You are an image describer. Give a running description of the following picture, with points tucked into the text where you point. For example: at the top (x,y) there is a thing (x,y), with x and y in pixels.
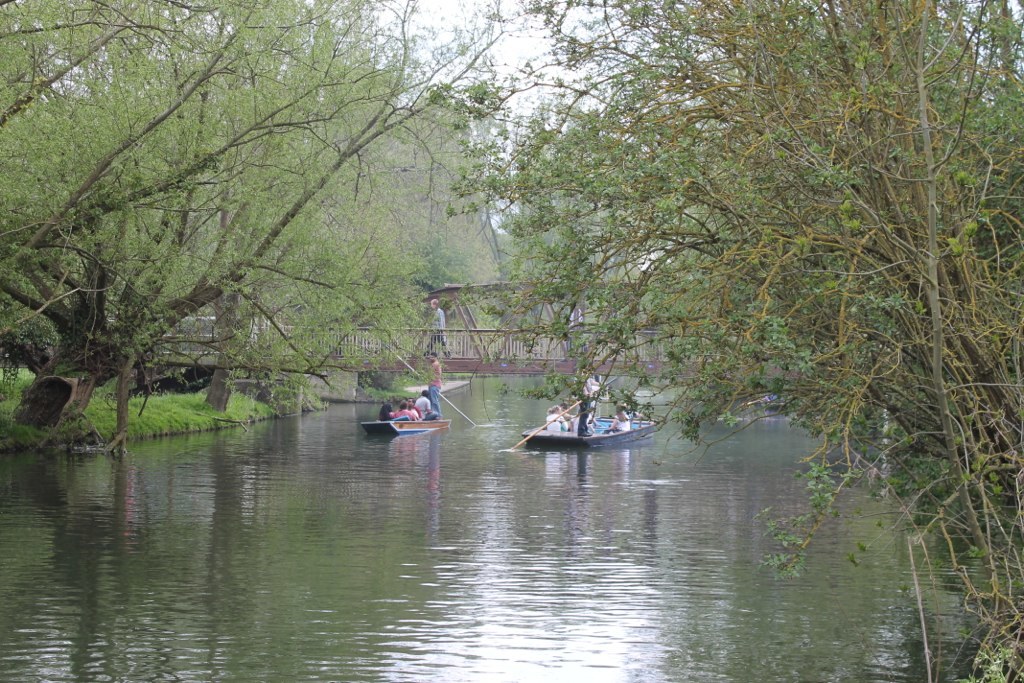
In this image we can see the people (426,403) boating on the surface (606,492) of the water (698,526). We can also see the trees (381,160), grass (9,435) and also the sky (458,38). We can see a person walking on the bridge (529,369).
